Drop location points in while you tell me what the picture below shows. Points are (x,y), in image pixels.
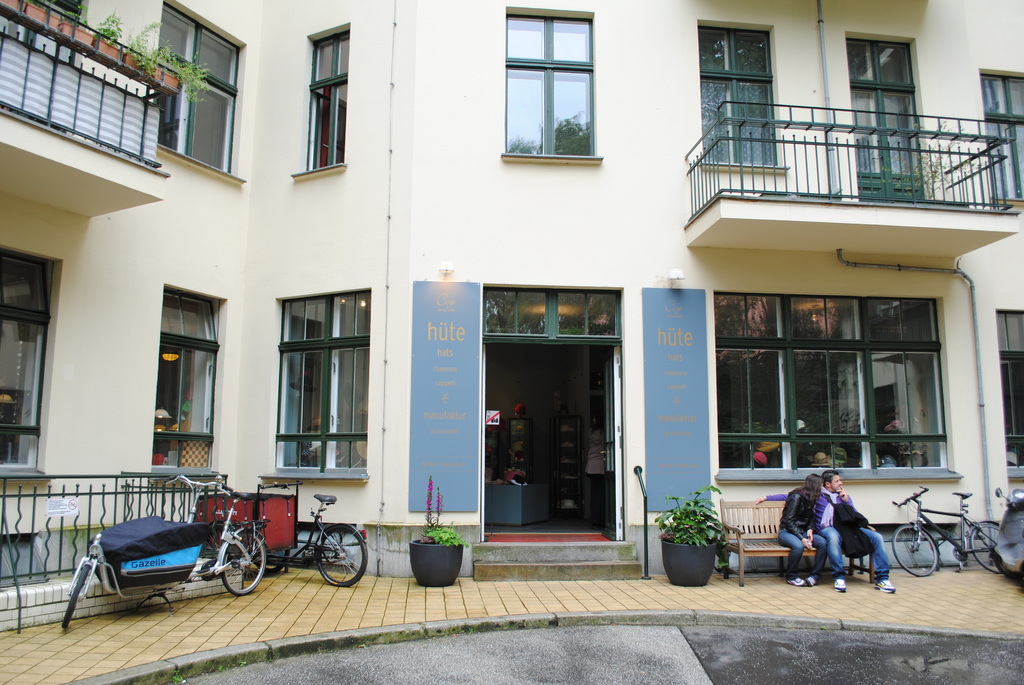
In this image in the front (796,537) there are persons (812,543) sitting on the bench (766,534) and there are vehicles (338,583), bicycles (270,559), there are flower pots (451,553). In the background (414,318) there is a building (607,354) and on the building (388,231) there are windows (188,353) and inside the building (339,468) there are persons (591,491) visible and on the wall (383,392) of the building (401,359) there are boards (685,422) with some text (675,387) written on it. On the left side (99,519) in front of the building (70,408) there is a fence (116,508).
